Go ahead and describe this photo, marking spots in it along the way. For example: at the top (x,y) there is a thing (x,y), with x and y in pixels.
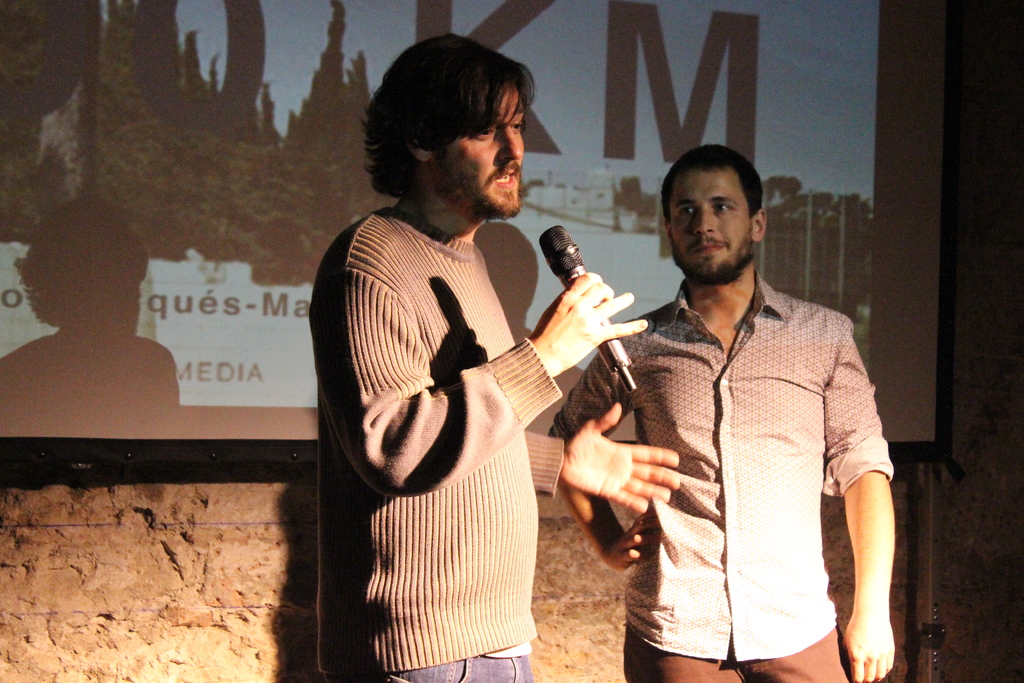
In this image there are two people (807,426) standing, And a one man (436,383) holding a microphone (573,270) and speaking something and in the background (971,411) there is a wall (950,487) on which there is a power point projection (292,225).
